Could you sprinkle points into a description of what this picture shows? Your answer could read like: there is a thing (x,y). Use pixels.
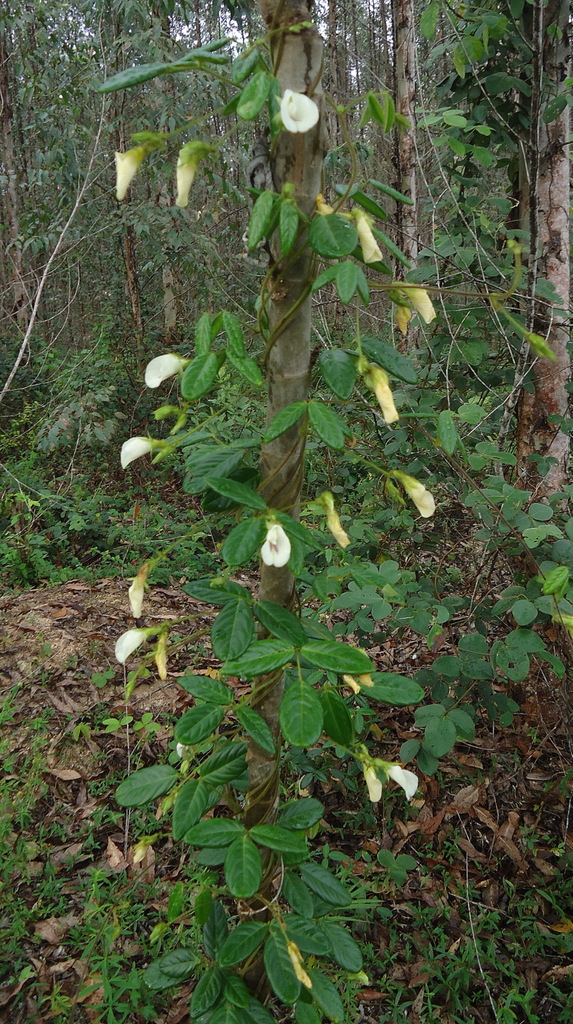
In this picture I can see there is a plant (427,304) and there are white flowers (282,551) and in the backdrop (504,415), there are trees (548,359) and there are dry leaves (329,761) on the floor (85,764).
